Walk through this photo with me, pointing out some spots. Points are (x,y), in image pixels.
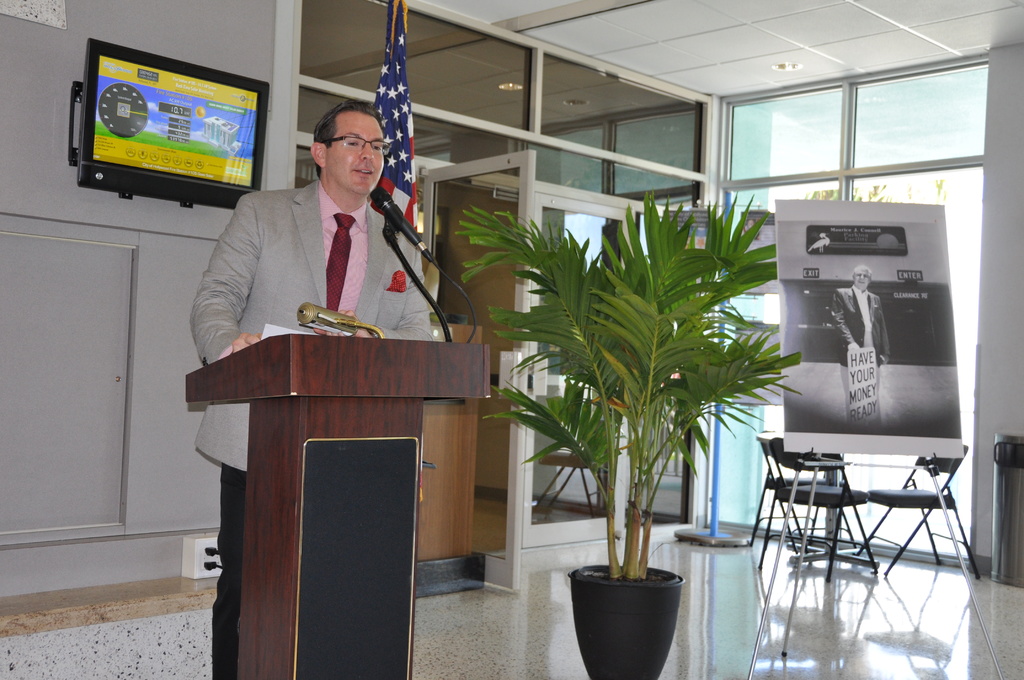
In this image we can see a man (327,205) standing at the lectern (319,415) and a mic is attached to it. In the background (871,494) we can see chairs (872,507), advertisement board (812,386), houseplant (608,300), doors (445,204), flag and a display (171,124) attached to the wall (109,225).
